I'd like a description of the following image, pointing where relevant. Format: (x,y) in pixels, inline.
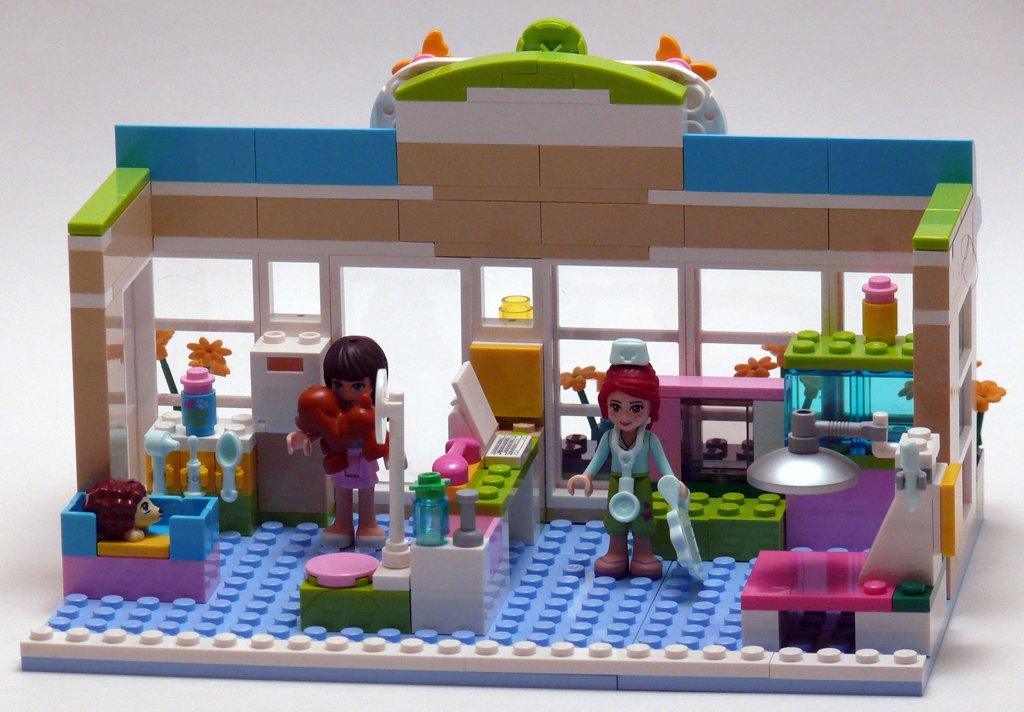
In the center of the image (481,357) there are Lego toys (329,364).
